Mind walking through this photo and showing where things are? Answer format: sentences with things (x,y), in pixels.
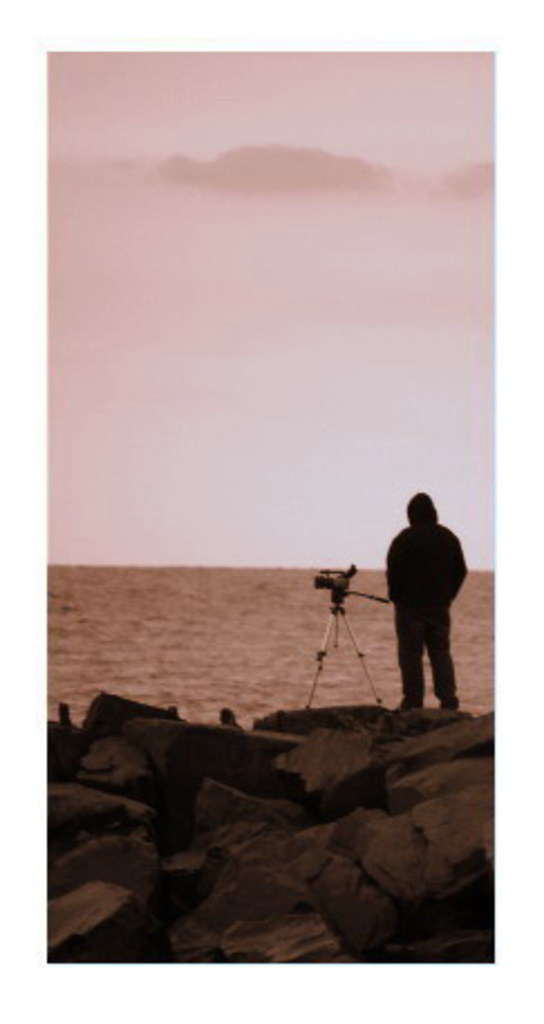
In this image we can see a person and there is a camera (339,584) placed on the stand (316,674). At the bottom (287,830) there are rocks (282,830). In the background (280,671) there is water (247,636) and we can see the sky (254,317).
